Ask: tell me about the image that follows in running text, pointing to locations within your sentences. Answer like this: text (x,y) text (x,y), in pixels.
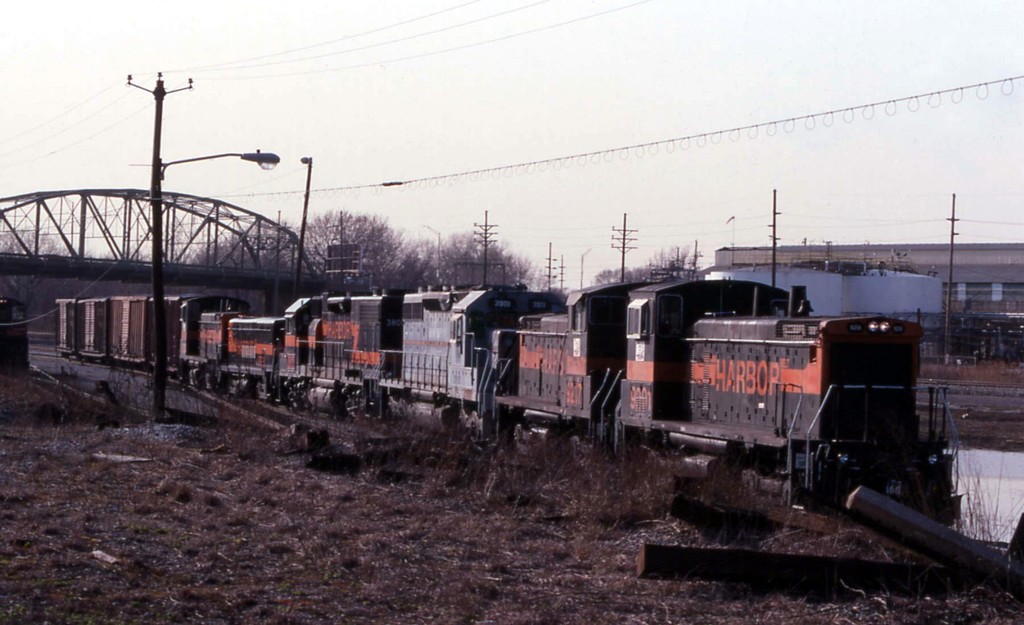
In this picture I can see the train (283,356) on the railway track (181,387). Beside the track (198,391) I can see the small stone (160,427). In the back (278,233) I can see the bridge (37,214), trees (421,240), electric poles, wires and shed (922,254). At the top (605,43) I can see the sky (601,141). At the bottom (468,489) I can see some grass (348,517).
